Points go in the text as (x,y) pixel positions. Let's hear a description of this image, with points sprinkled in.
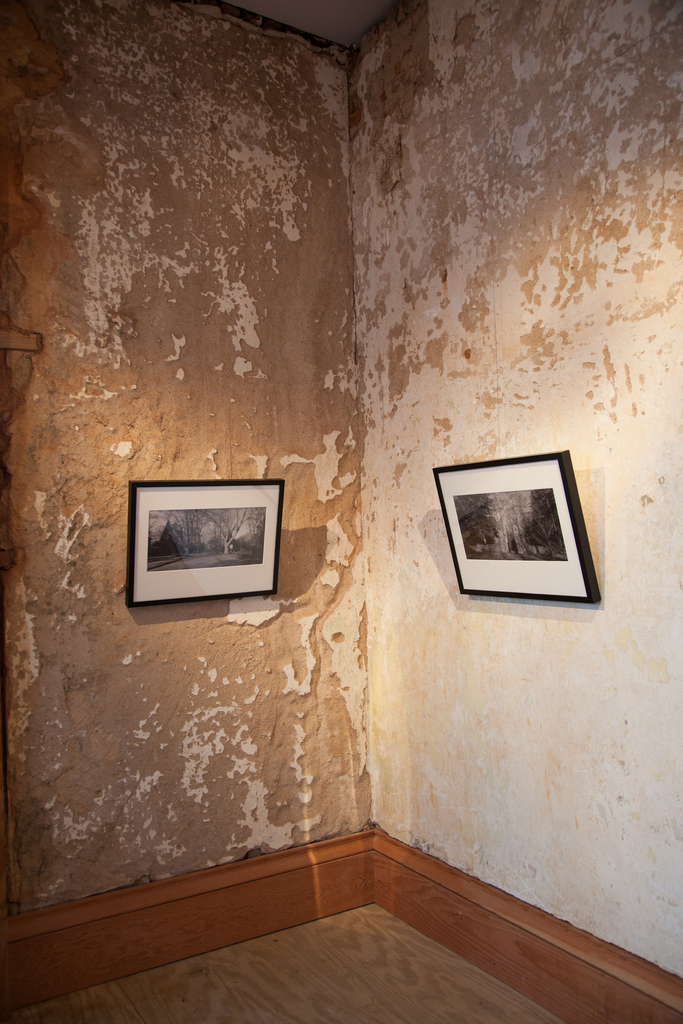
In this image I can see two photo frames (176,574) on the wall (233,635).
